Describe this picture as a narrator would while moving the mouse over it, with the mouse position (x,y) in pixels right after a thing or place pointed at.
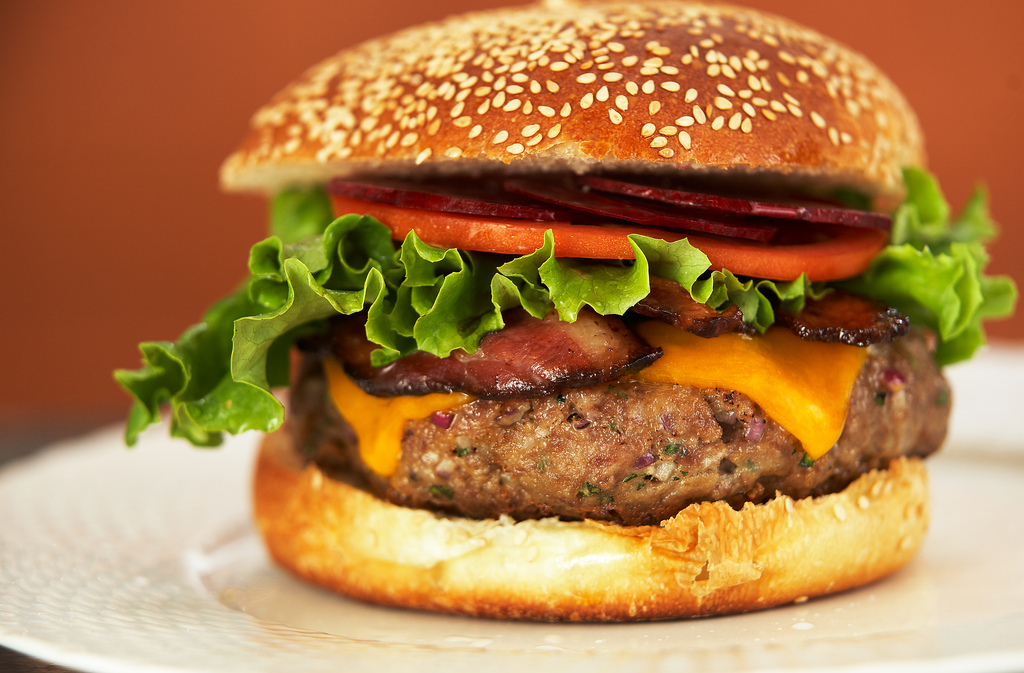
In this picture we can see a burger (534,299) in the plate (255,603) and we can find blurry background (177,230).
